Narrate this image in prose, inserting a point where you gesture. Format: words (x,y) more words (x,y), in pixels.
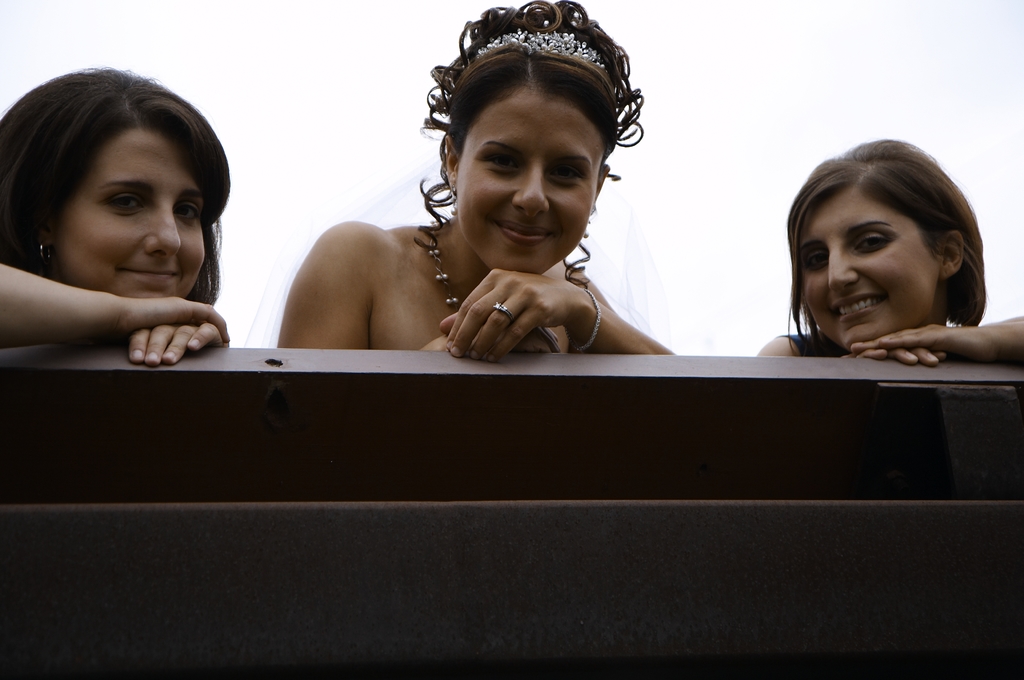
In this image I can see the brown and black colored surface (578,477) and three women (468,288) are smiling. I can see a woman (565,265) in the center (521,243) has a crown (546,49). I can see the white colored background (341,134).
